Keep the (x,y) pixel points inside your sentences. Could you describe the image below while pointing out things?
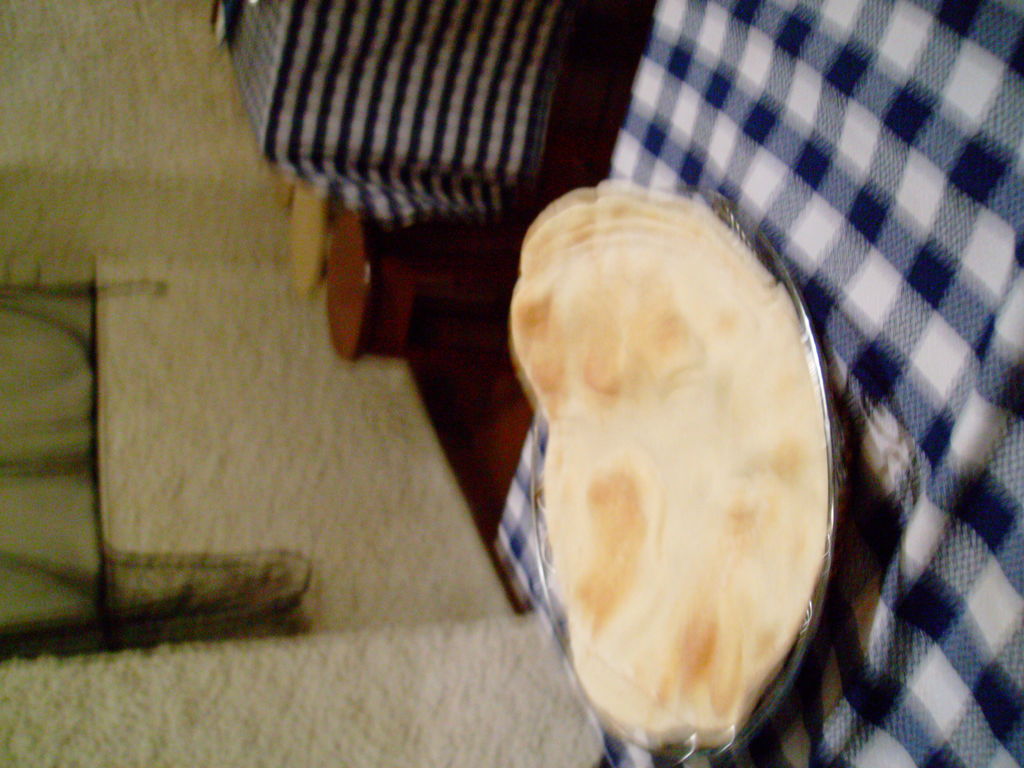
In this image to the bottom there is a table (887,610), on the table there is one plate (533,511). In the plate (607,427) there are some food items (651,493), and in the background (413,139) there are some tables (388,240). On the left side (74,526) there is some object (81,299) on the wall (435,589).
